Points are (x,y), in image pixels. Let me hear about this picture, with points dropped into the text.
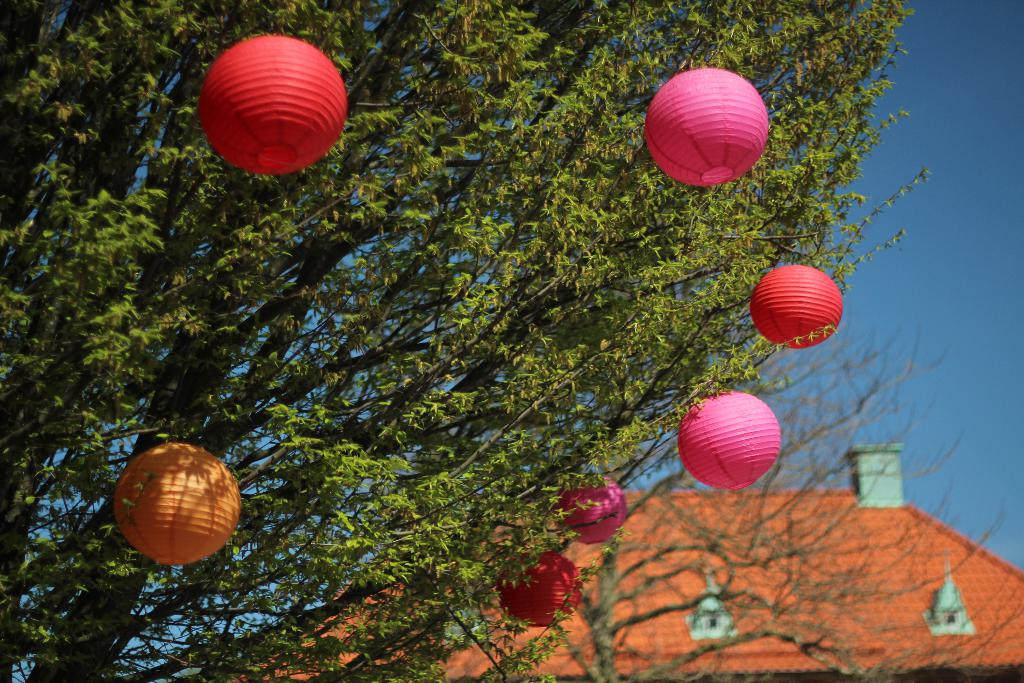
In this picture there is a building (629,636) and there are roof tiles (756,583) on the top of the building (884,621) and there is a tree (537,295) and there are objects (682,422) on the tree (375,475). At the top (987,217) there is sky (959,234).
